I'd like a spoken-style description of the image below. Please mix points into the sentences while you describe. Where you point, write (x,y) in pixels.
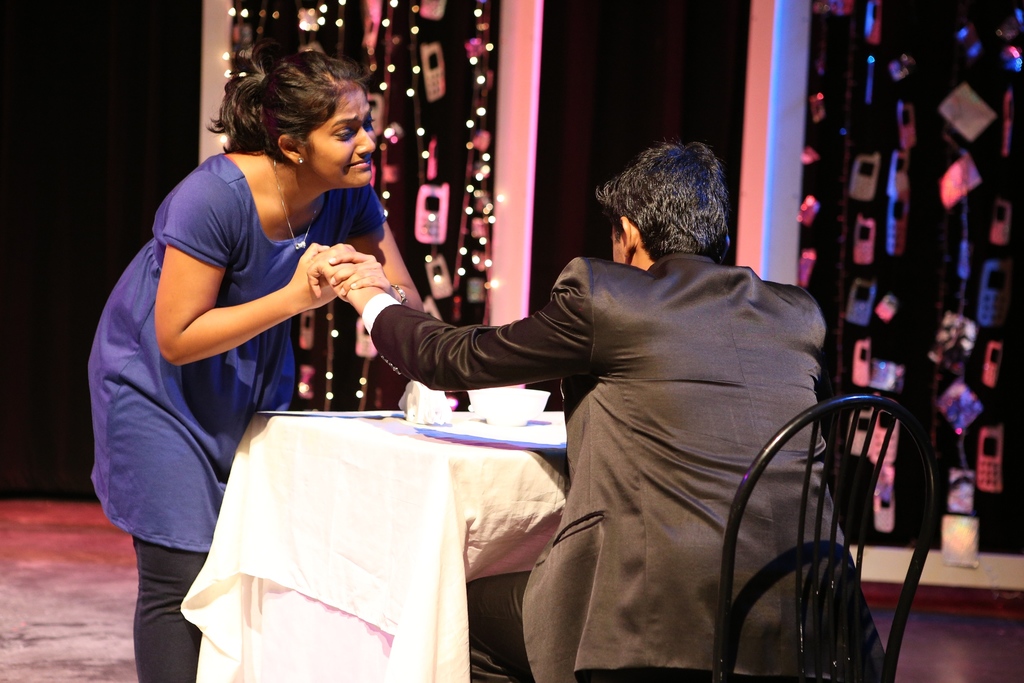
In this image I can see a woman (189,294) holding a person hand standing in front of the table (334,485), on the table (420,471) I can see a white color cloth (428,454) and cup (483,394). And another person (634,584) he is sitting on chair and in the background (542,57) I can see a colorful design wall (934,113).
